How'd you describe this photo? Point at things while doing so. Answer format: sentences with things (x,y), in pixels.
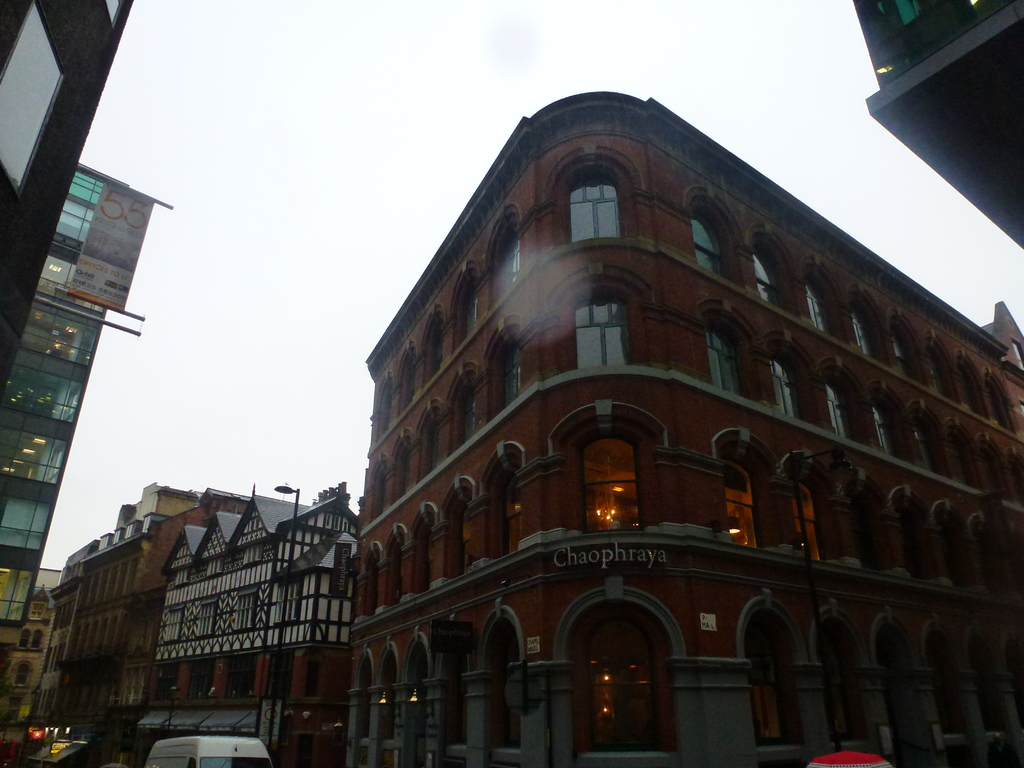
In this image we can see many buildings (350,542) with windows (435,334), arches (749,444) and door (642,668). Inside the building (624,501) there are lights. Also we can see a vehicle (215,743) and a light pole (270,672). In the background (249,104) there is sky (394,73). On the left side (99,255) we can see a banner (104,267) on the building (87,382).
